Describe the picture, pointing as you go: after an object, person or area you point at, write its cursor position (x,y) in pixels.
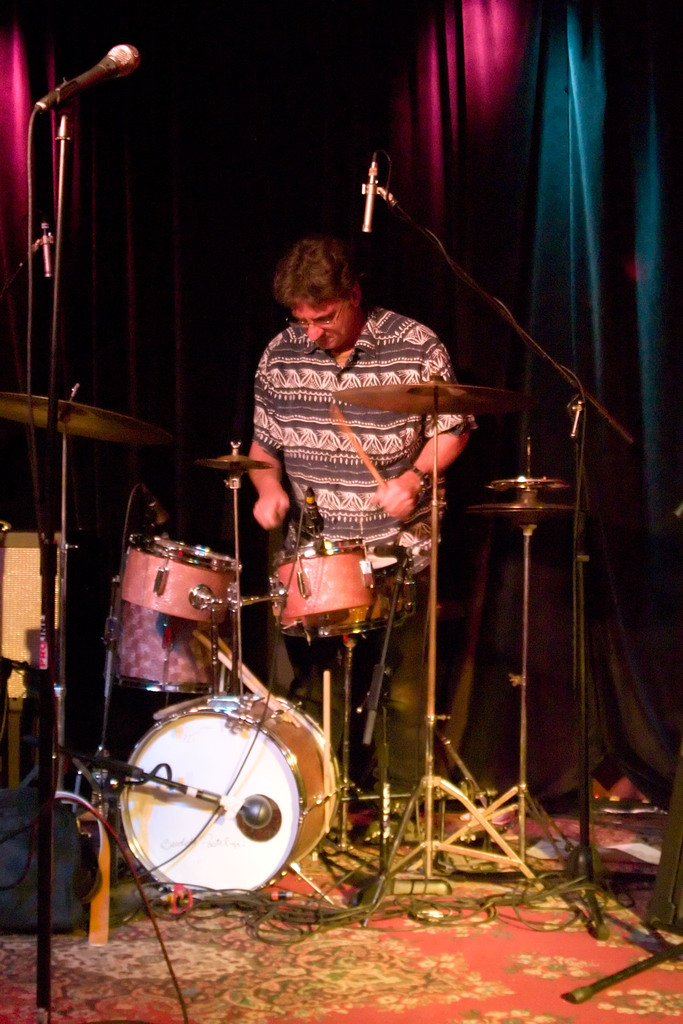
In this image we can see a person (320,341) standing. And we can see the microphones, drums (311,601) and some other musical instruments (481,818). In the background (286,104), we can see the curtains (274,164).
